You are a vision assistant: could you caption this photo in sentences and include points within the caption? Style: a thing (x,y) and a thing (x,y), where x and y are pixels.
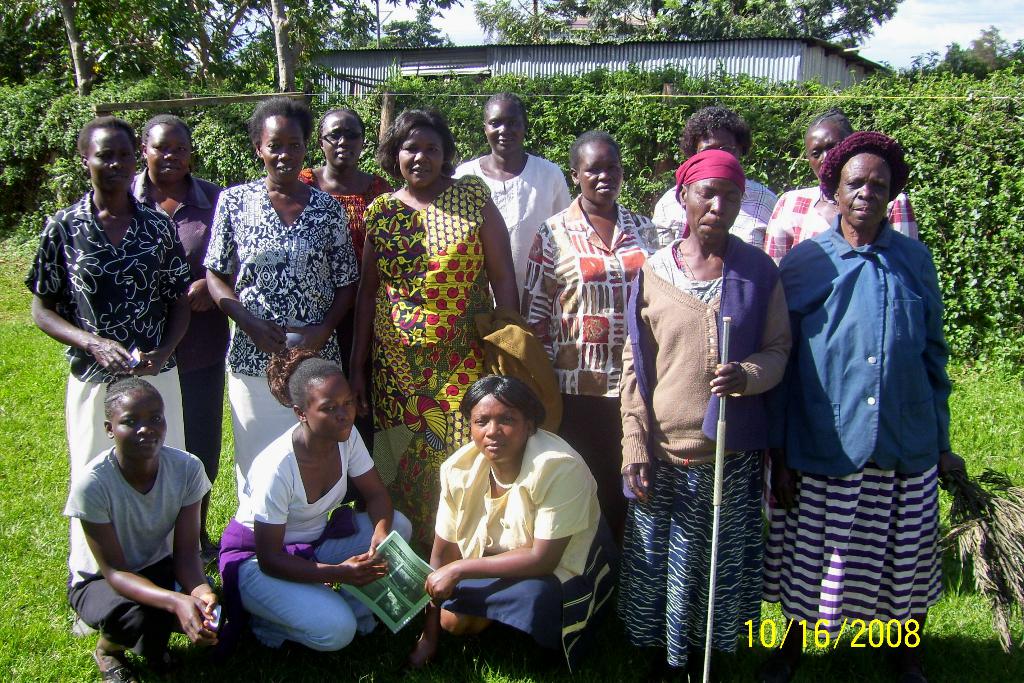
In the picture there are many people (363,223) standing, there are three persons (344,517) sitting in a squat position, behind them there are plants (564,116), there are trees (24,73), there is a shed (433,68), there is a clear sky (935,17).
